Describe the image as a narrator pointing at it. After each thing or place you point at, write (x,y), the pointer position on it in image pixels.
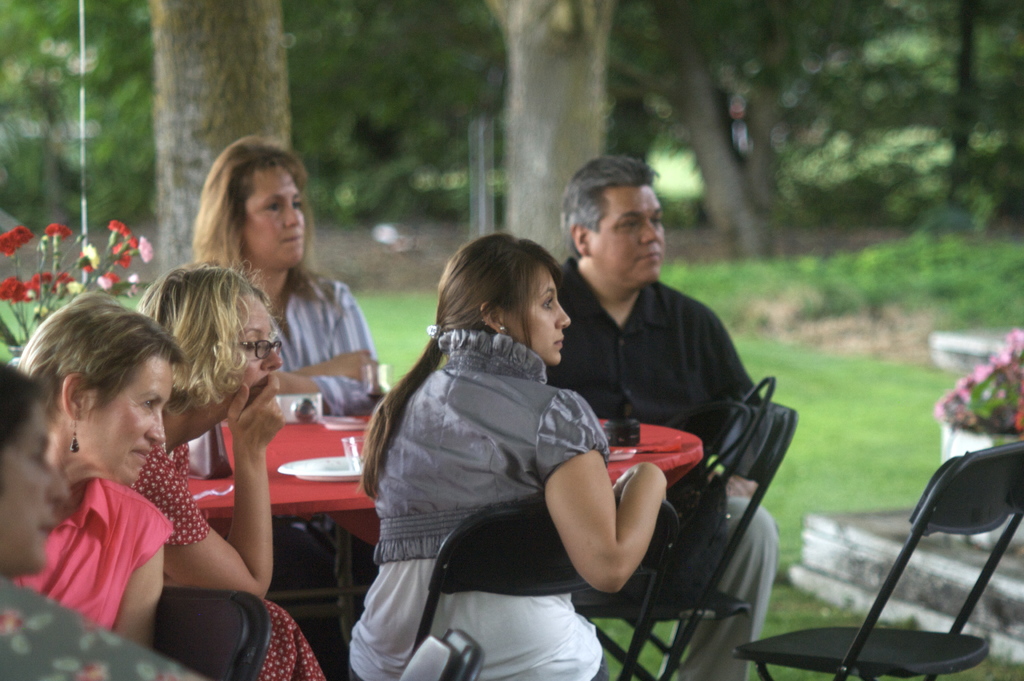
In this image I can see few people (734,361) where one is a man (734,361) and rest all are women (506,360). I can also see few chairs (474,544), a table (328,498) and few plants (989,404). In the background (737,80) I can see number of trees (550,89).
